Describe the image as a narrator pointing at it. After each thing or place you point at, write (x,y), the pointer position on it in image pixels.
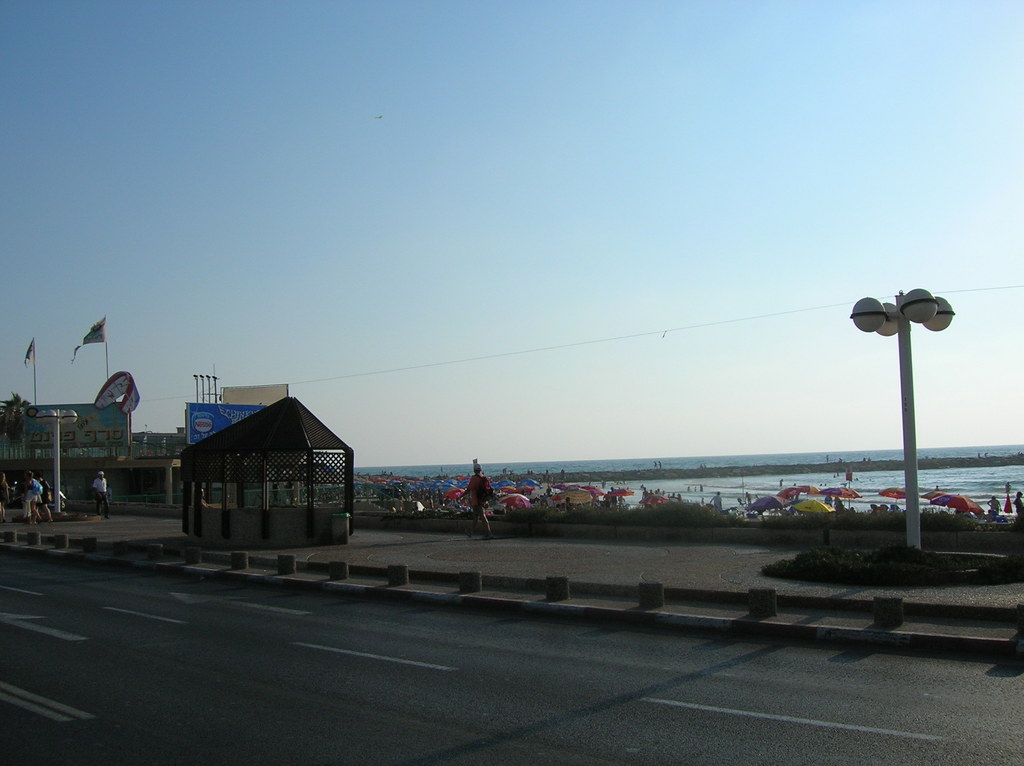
In this image we can see a roof (344,447) with some poles (353,484). We can also see a large water body (361,469), a building (150,475), a parachute (135,392), the flag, umbrellas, street poles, a wire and the sky (493,235).
